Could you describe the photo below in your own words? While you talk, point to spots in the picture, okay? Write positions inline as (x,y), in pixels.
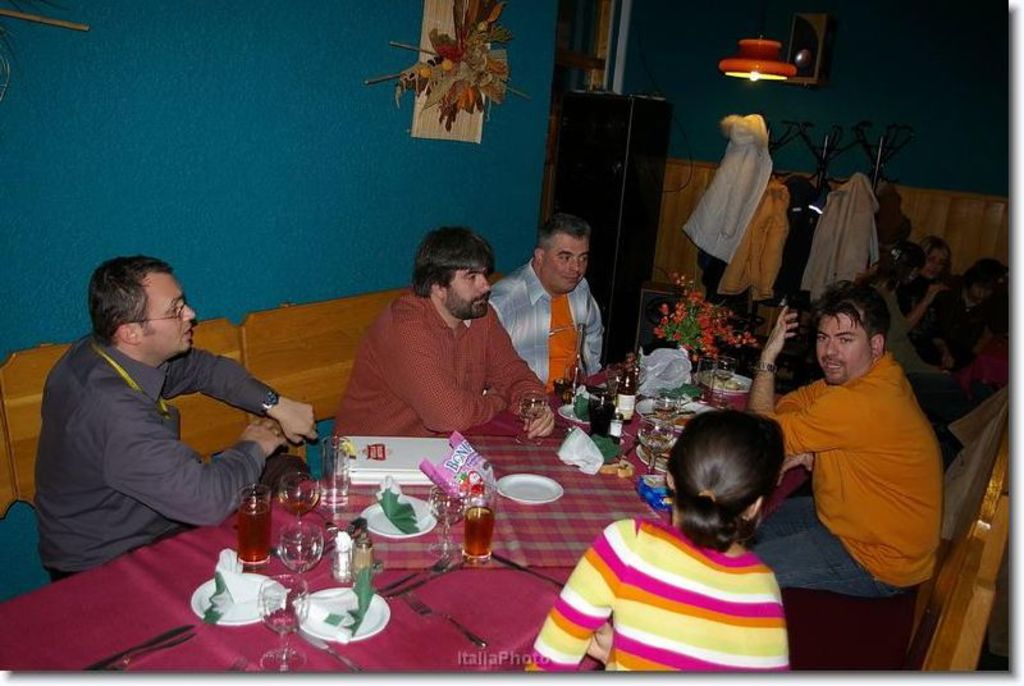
In this image we can see group of people (609,631) sitting in front of a table (161,550). On the table (523,586) there are group of glasses (345,496), plates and flowers (658,331) placed on it. In the background (845,200) we can see some coats (842,274) on the hanger (825,184) and a light (757,42).
